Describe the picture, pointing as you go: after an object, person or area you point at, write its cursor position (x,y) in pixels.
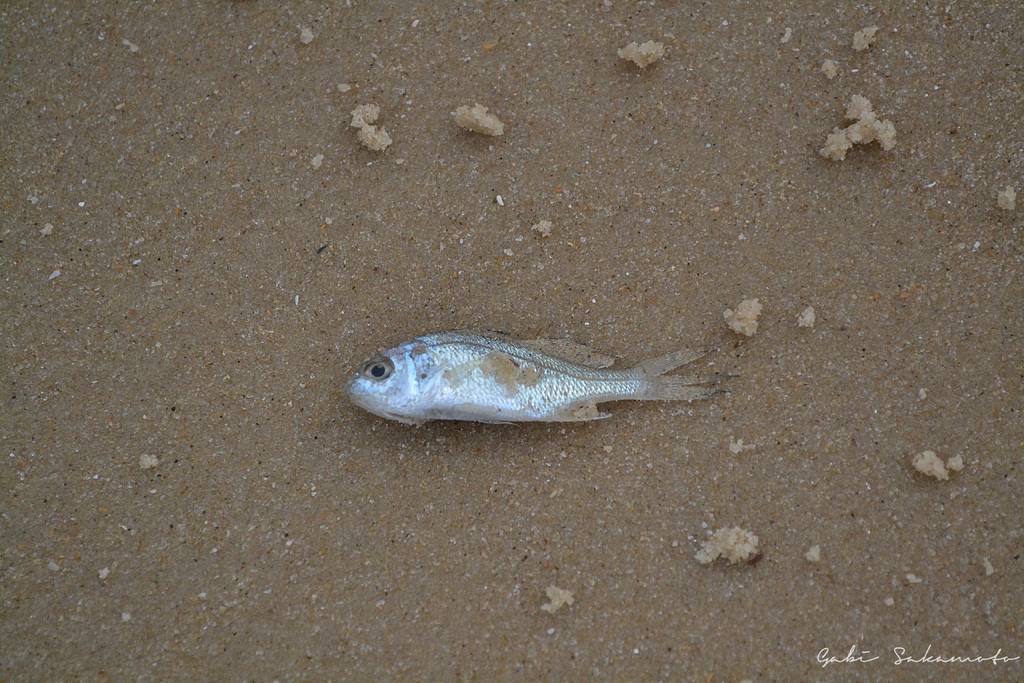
In the picture we can see the part of the wet sand surface (487,555) on it, we can see a fish (487,412) which is silver in color.
